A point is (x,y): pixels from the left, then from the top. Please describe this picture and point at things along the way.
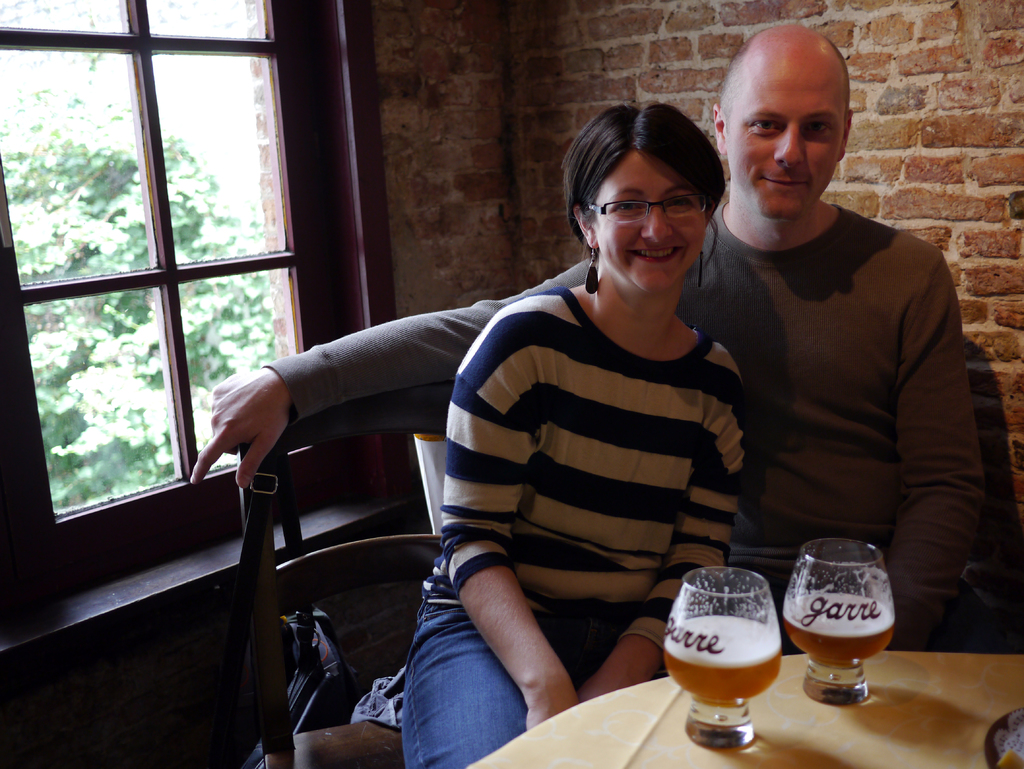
There are glasses (777,658) on the table (900,706) at the bottom side of the image (851,690), there is a man (812,219) and a woman (662,162) sitting in the center (627,257), there is a wall (351,612) behind them and a bag (301,684) at the bottom side (314,643). There is a window (198,205) on the left side (200,341) and trees (226,357) outside the window (253,258).
